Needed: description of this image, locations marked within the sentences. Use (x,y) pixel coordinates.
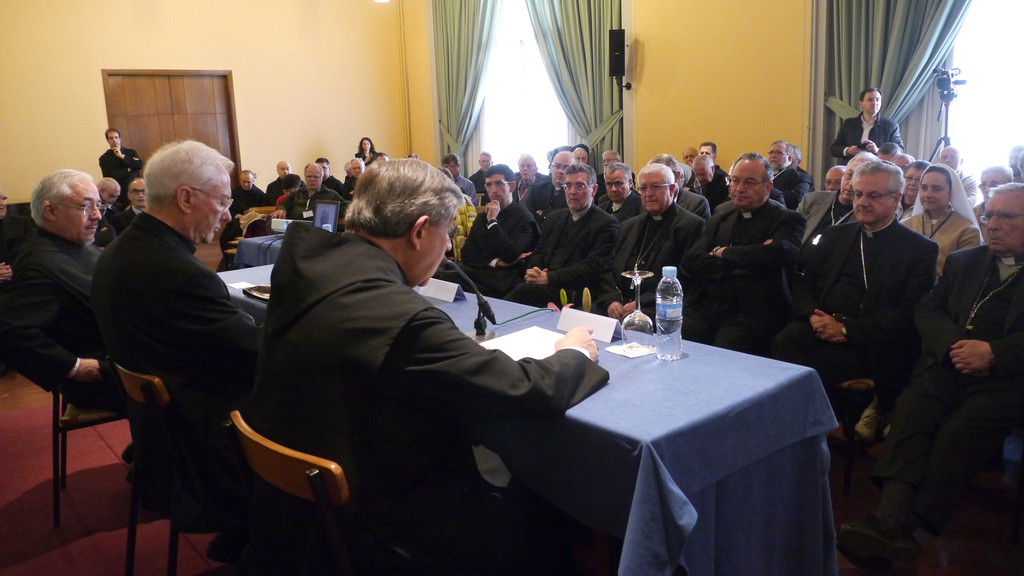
There are groups of people (264,192) sitting on the chairs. This is the table (632,414), which is covered with the cloth (658,385). I can see a wine glass (635,326), name boards (450,284), mike (462,271), papers (532,344) and water bottle (665,337) are placed on the table (656,373). I can see the curtains (575,76) hanging. This looks like a video recorder (944,94) with the tripod stand (948,107). I can see three people (870,142) standing. This looks like a door (193,106). I think these are the windows (962,70).
